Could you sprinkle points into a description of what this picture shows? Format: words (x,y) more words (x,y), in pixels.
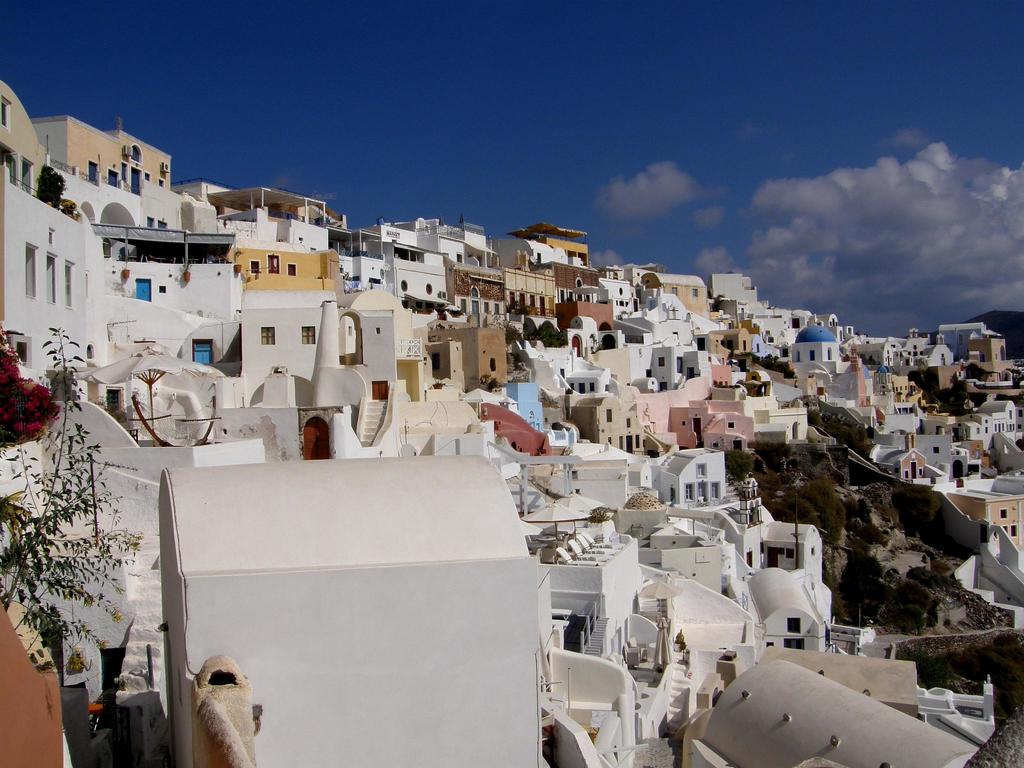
In this image there are some buildings (634,370) at bottom of this image (733,536) and there are some trees (851,568) at right side of this image (843,520) and left side of this image (50,488) as well. There is a cloudy sky (649,162) at top of this image (577,115).
